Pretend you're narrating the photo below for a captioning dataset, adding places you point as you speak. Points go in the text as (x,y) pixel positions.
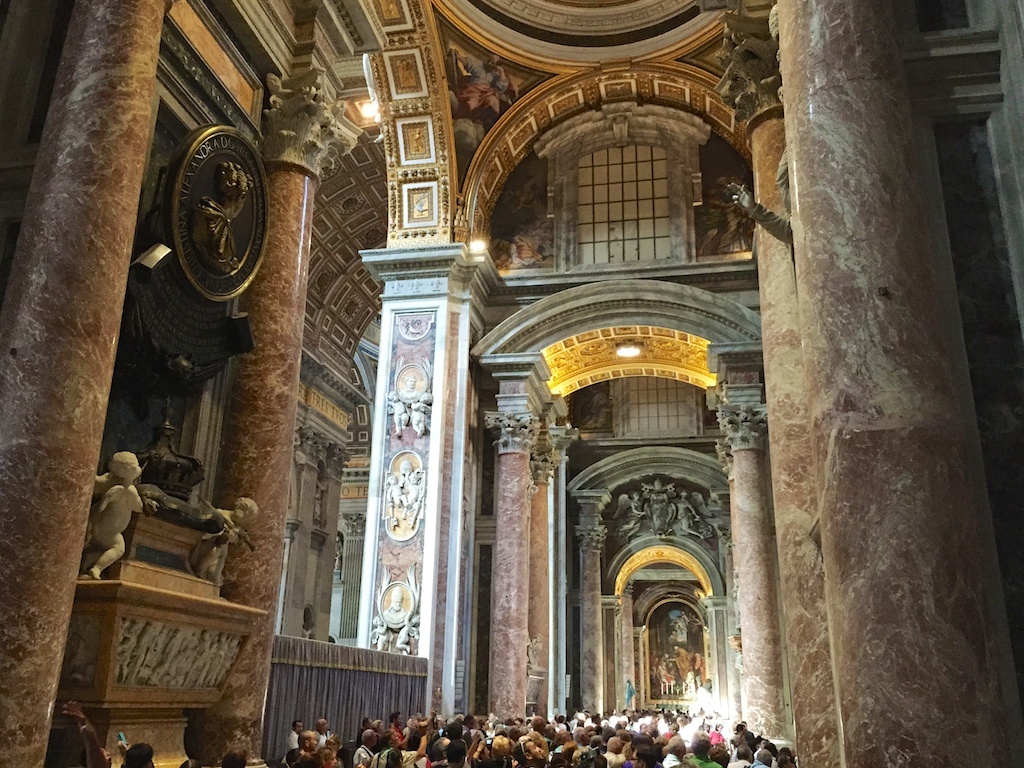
This image is taken from inside. In this image there are few structures (161,546) on the wall (673,154) and pillars (556,594). At the bottom of the image (546,743) there are many people (511,749) standing.
